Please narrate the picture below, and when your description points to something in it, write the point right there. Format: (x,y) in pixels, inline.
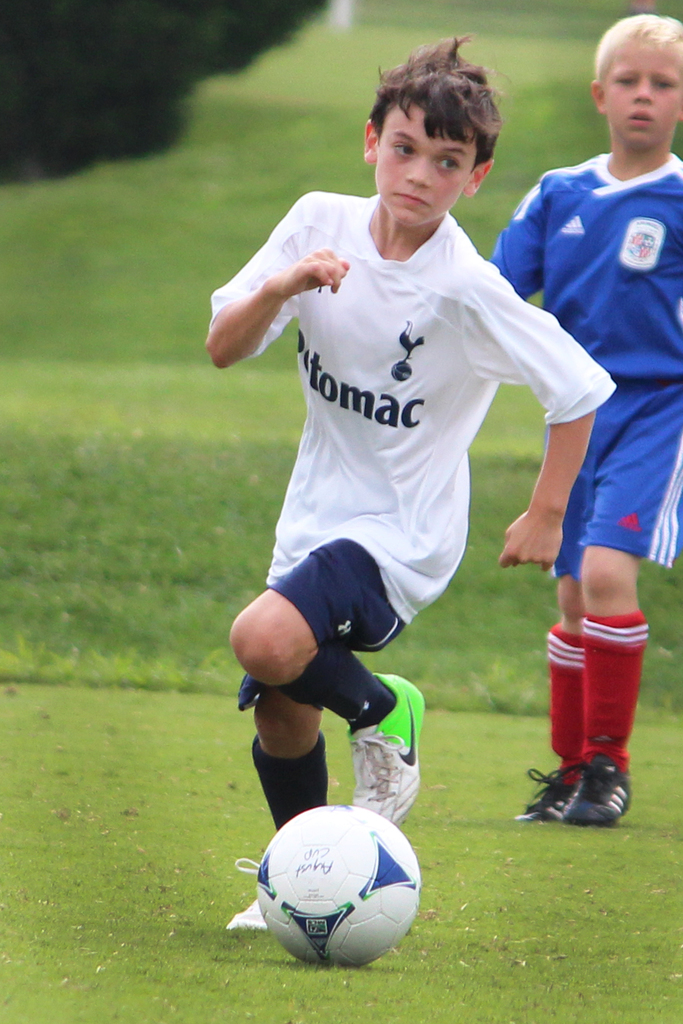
In the center of the image (365,475) we can see two boys (309,322) are playing. At the bottom of the image (283,871) we can see a ball (315,830). In the background of the image (46,730) we can see the ground (159,594). At the top of the image (117,72) we can see a tree (158,100).
